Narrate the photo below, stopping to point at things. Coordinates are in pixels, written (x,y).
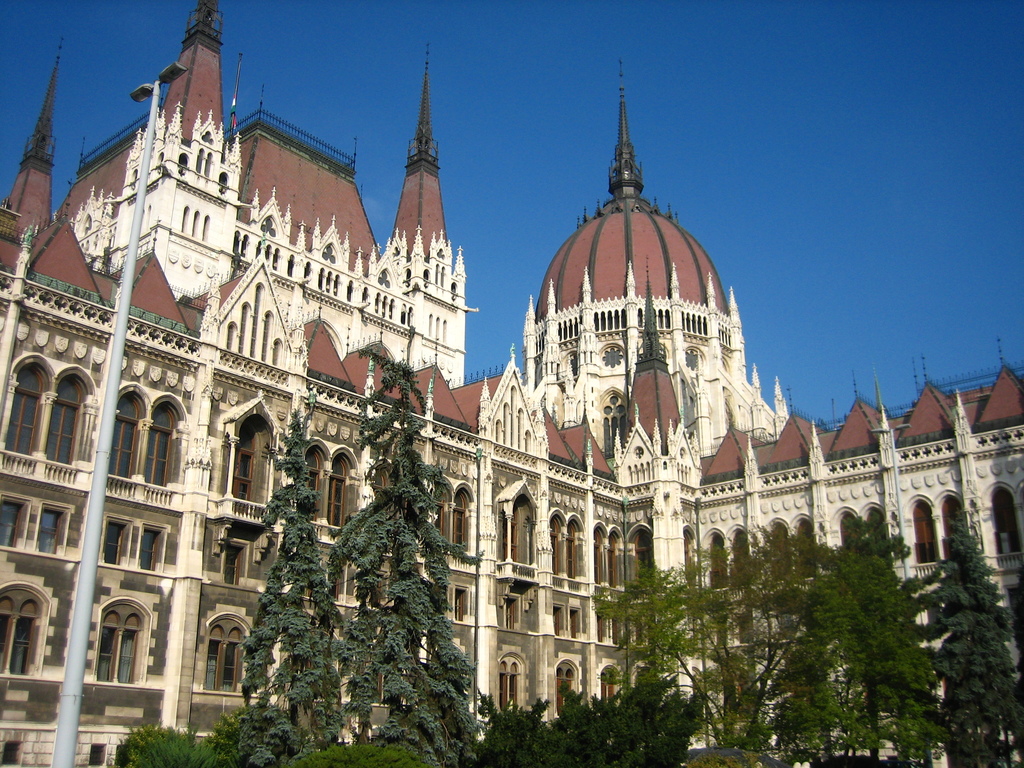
In this image I can see trees (840,607) in green color, background (209,343) I can see few buildings (459,339) in brown and white and the sky (665,160) is in blue color.
